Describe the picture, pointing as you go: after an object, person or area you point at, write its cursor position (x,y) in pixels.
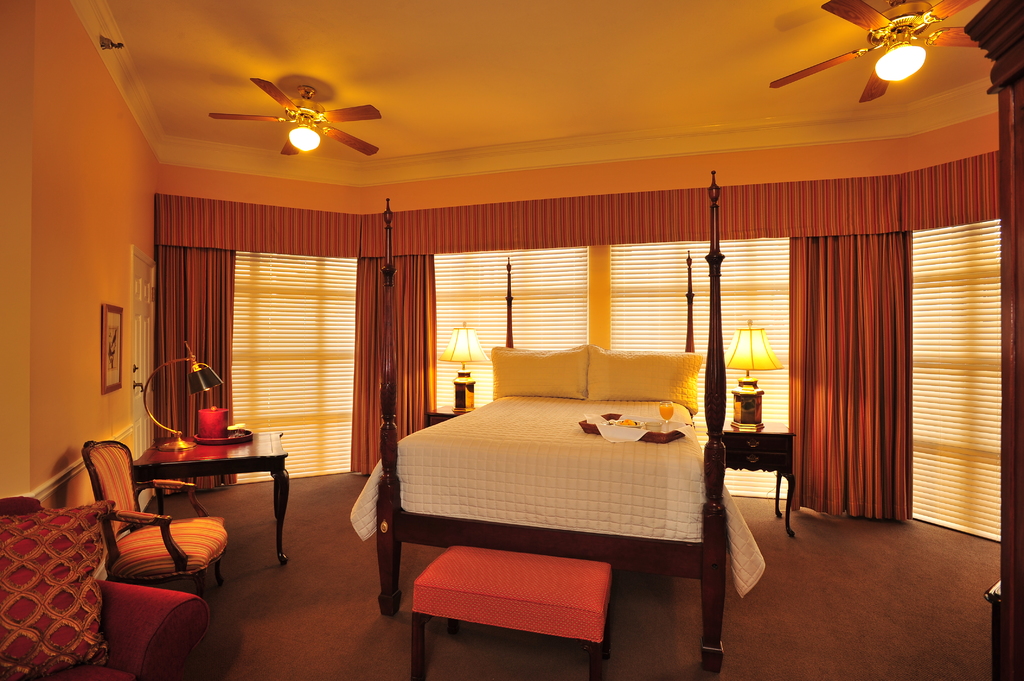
In this picture we can see there is a bed (721,369), chair (127,517), couch (106,625) and tables (748,451) and on the bed (577,462) there is a tray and on the tray (610,415) there are some food items (626,417) and a glass (662,420). On the tables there are lamps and other things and on the couch (110,642) there is a cushion (45,575). On the left side of the bed (603,448) there is a wall (97,343) with a photo frame (112,317). Behind the bed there are windows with curtains (213,332) and at the top (898,65) there are ceiling fans (911,77) with lights (914,65).
